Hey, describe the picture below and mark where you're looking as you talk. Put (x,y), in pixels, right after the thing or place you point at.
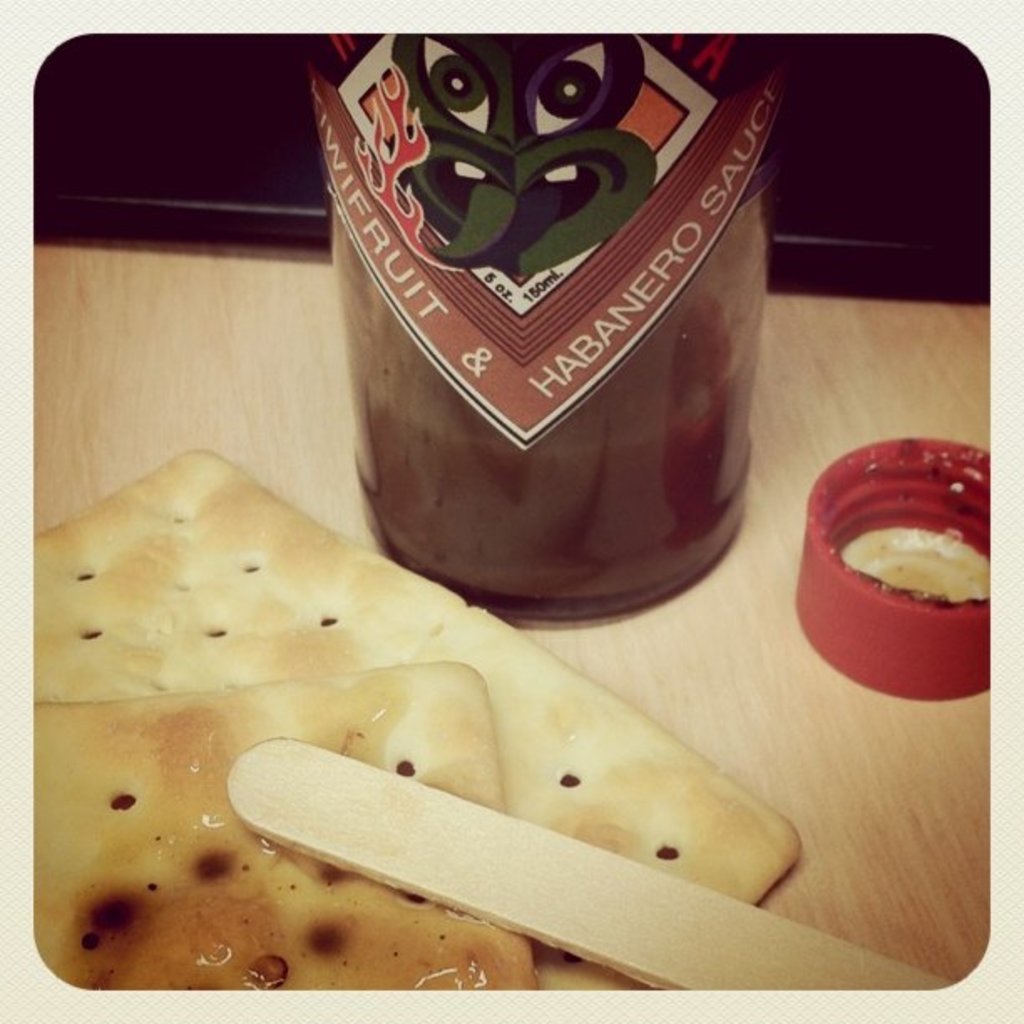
At the bottom of the image (296,815) there is a table (762,509), on the table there is food (81,743) and cap (903,611) and bottle (571,215) and wooden stick (328,759).
